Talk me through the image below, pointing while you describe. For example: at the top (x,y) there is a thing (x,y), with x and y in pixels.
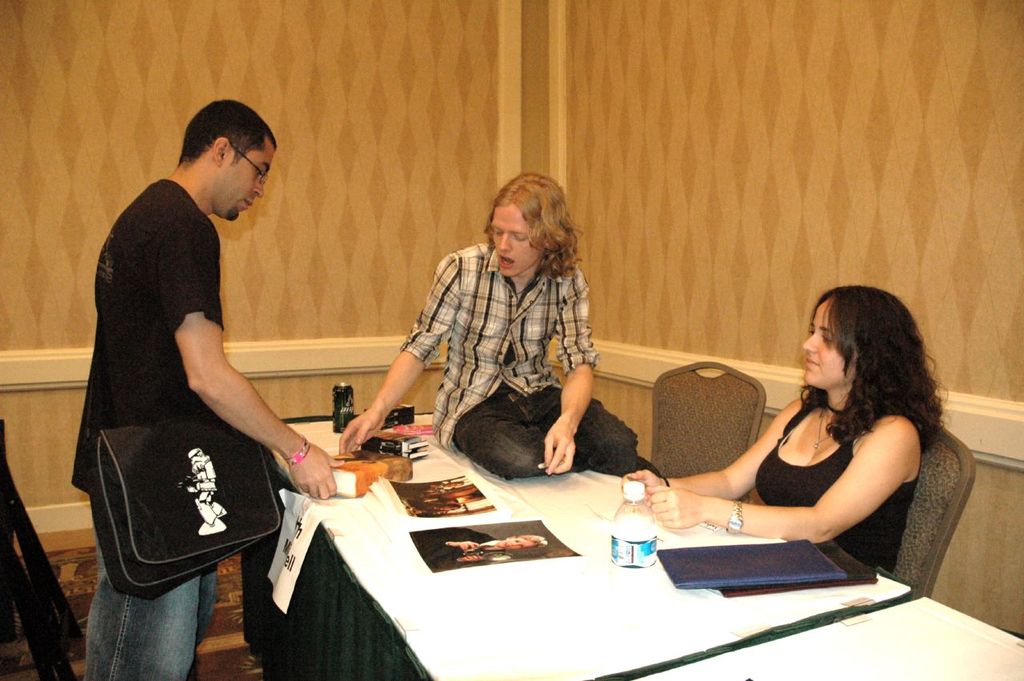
In this picture there is a man (162,321) wearing a black bag (165,487) is standing. In the middle, there is a man (500,336) wearing a black and white checks shirt (494,353) is sitting on the table (511,487). To the right (822,453) there is a woman (846,464) wearing a black top (806,491) and a watch (741,525) on her wrist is sitting on the chair (927,550). There is a bottle (639,560) on the table (524,601). There is a photograph (475,549) of a person (509,541) on the table (429,596). There is a tin (341,419) on the table (332,439). There is a book (381,468) on the table (391,584). There are some files (760,591) on the table (718,602). There is a green cloth (311,644).
